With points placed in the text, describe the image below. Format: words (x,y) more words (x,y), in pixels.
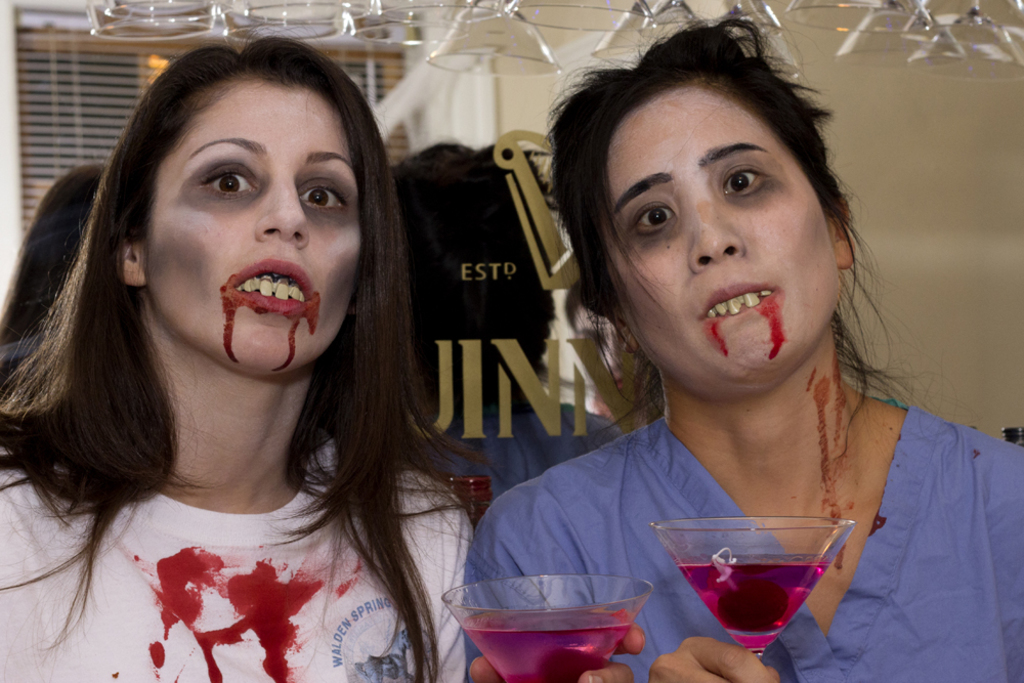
In this image I can see two women (367,460) are holding glasses (623,611) in their hands (629,632). The woman (177,503) on the left (273,250) is wearing white color T-shirt (155,620) and the woman (510,496) on the right side (868,546) is wearing blue color clothes (668,617). In the background (486,507) I can see some other objects (89,100).
